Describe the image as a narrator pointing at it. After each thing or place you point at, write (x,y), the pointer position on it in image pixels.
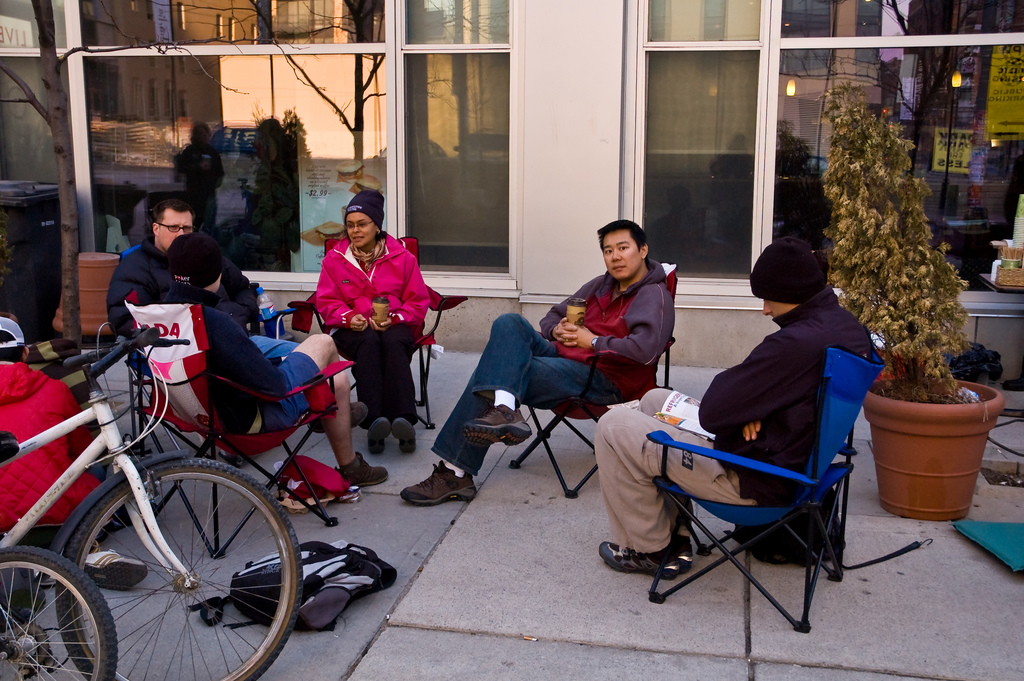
In this picture there group of people (530,326) sitting on the chairs (216,452). At the back (488,214) there is a building (696,238) and there is reflection (954,242) of building (490,61) and trees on the mirror (478,112). On the right side of the image (932,484) there is a plant (918,350) and there is an object (1005,554). On the left side of the image (98,377) there are bicycles (64,606) and there is a tree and there is a pot (91,265). At the bottom (383,561) there is a bag (310,567) on the floor (462,573).
